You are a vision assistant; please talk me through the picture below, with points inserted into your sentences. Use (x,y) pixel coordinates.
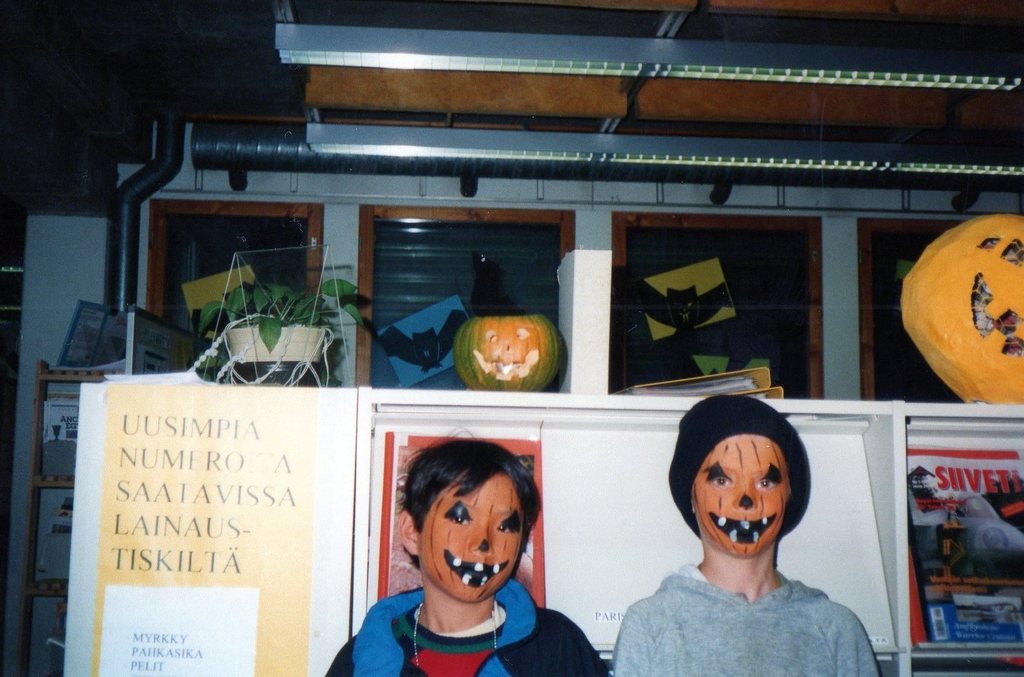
At the bottom of the picture (449,625), we see two boys (728,634) who are in black jacket (528,633) and grey jacket (699,632) are wearing masks (428,572). Behind them, we see a white board (598,532) on which posters (295,496) are pasted and we even see some text (197,560) written on it. On top of it, we see a carved pumpkin (490,354) and flower pot (281,317). On the right corner of the picture (955,332), we see a yellow color ball (952,320). In the background (519,160), there is a building (607,103) and on the left corner of the picture (66,520), we see a rack (43,656).
